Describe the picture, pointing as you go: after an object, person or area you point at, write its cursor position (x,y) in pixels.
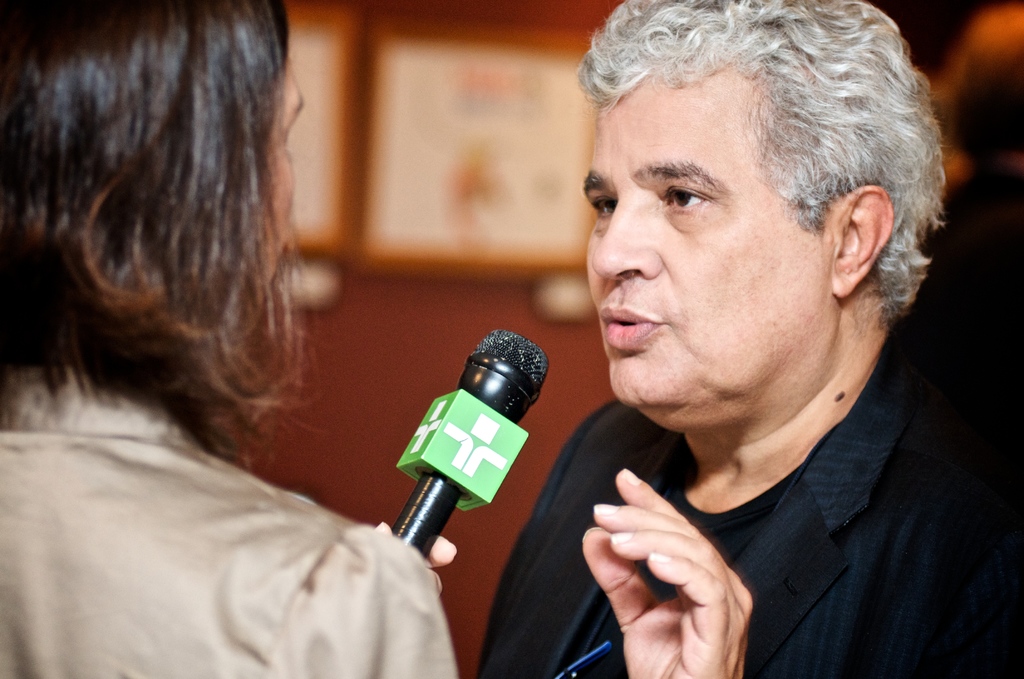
In this image we can see two persons (603,165), among them one person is holding a mic (490,422) and the background (456,358) looks like the wall (568,324).
